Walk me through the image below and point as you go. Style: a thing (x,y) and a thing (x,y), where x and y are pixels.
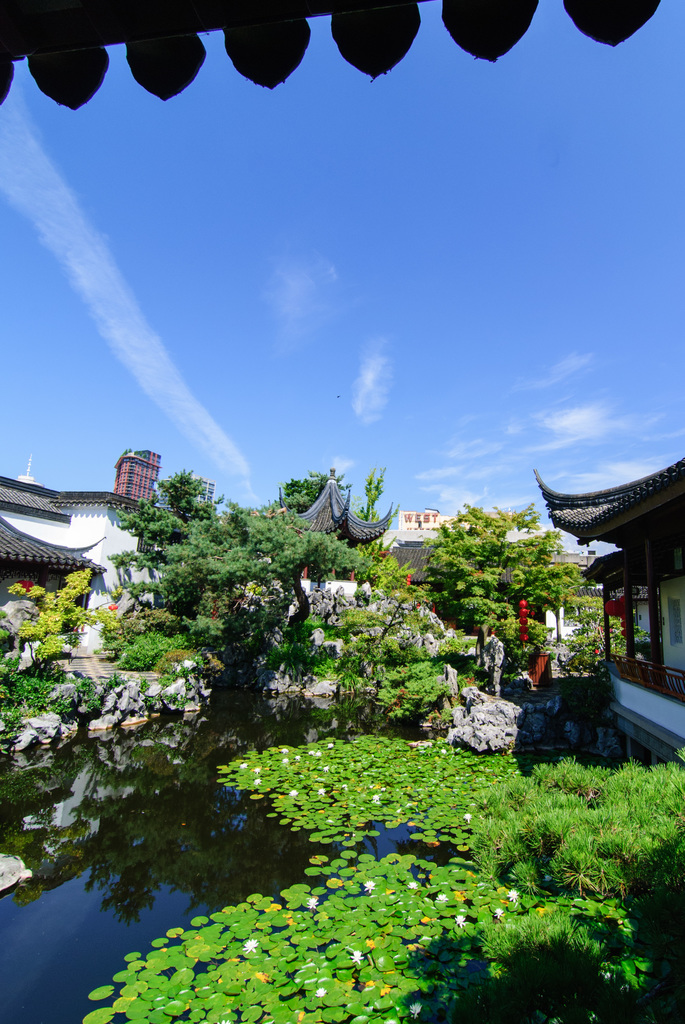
In this picture, we can see a few buildings (644,573), water (223,737) and some plants (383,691) on it and we can see the sky (410,469) with clouds (113,332).
